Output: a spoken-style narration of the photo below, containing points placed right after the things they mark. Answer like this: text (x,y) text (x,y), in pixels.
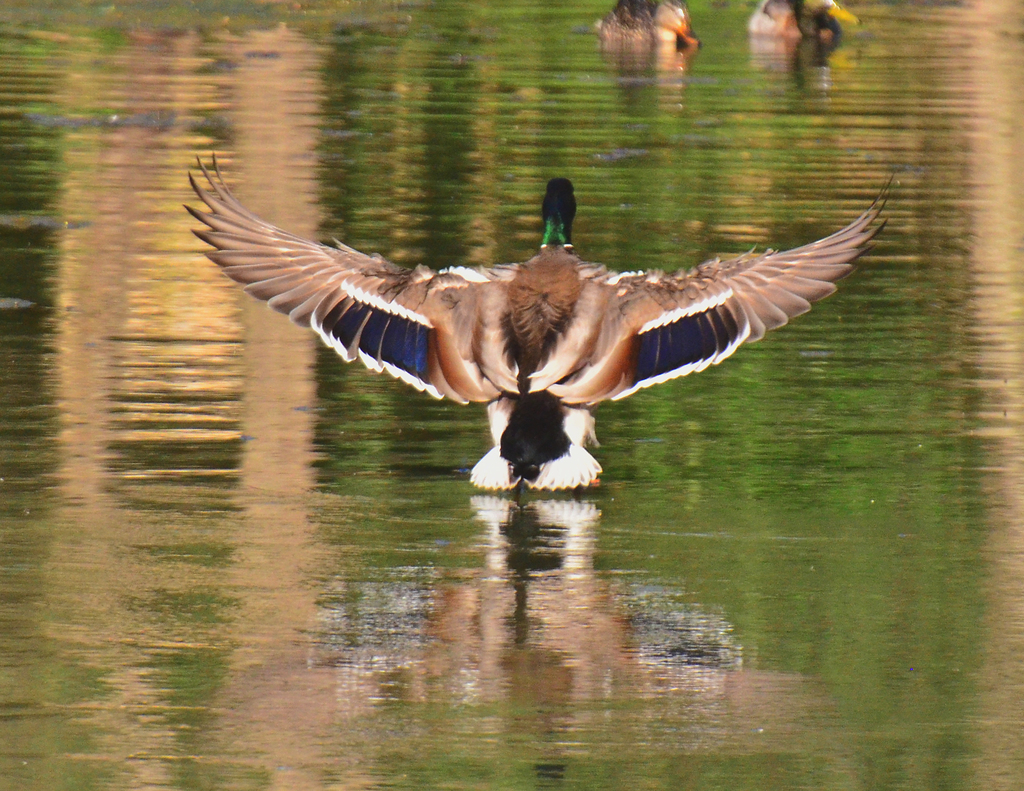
In the center of the image (395,370) we can see mallard bird (576,395) near to the water (697,446). On the top right (781,28) there are two birds (761,28) on the water (732,41). Here we can see some object (163,190) in the reflection (172,165).
